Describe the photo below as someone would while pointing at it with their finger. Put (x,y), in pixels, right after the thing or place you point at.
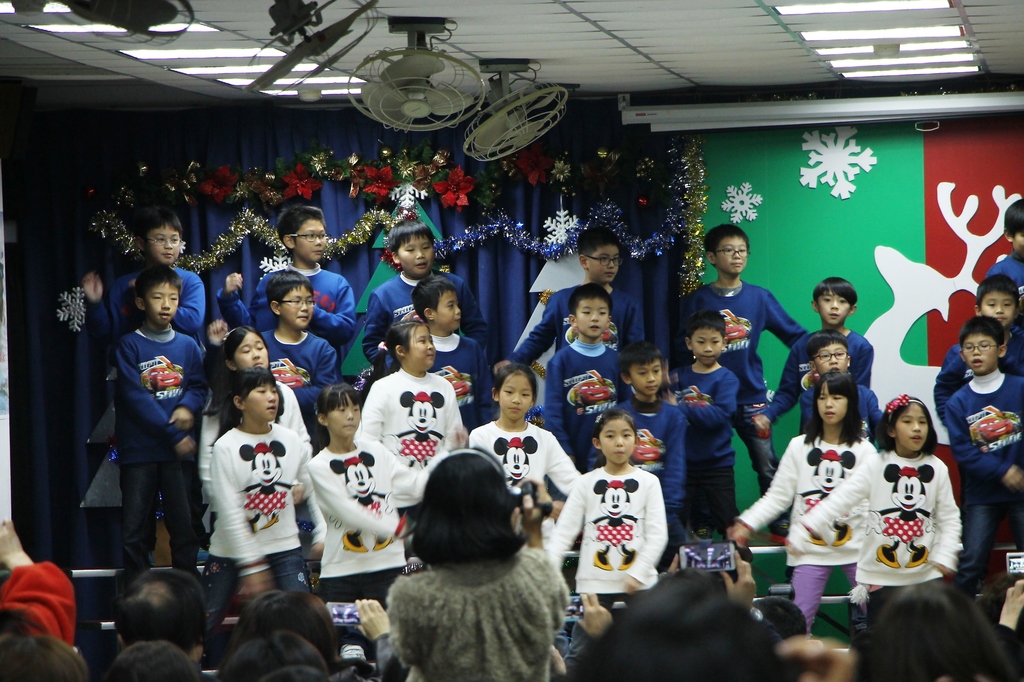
As we can see in the image there are group of people (543,441), fans (527,139), lights (883,11), decorative items (333,166) and blue color curtains (490,270). There is a wall (840,201) and there are mobile phones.
